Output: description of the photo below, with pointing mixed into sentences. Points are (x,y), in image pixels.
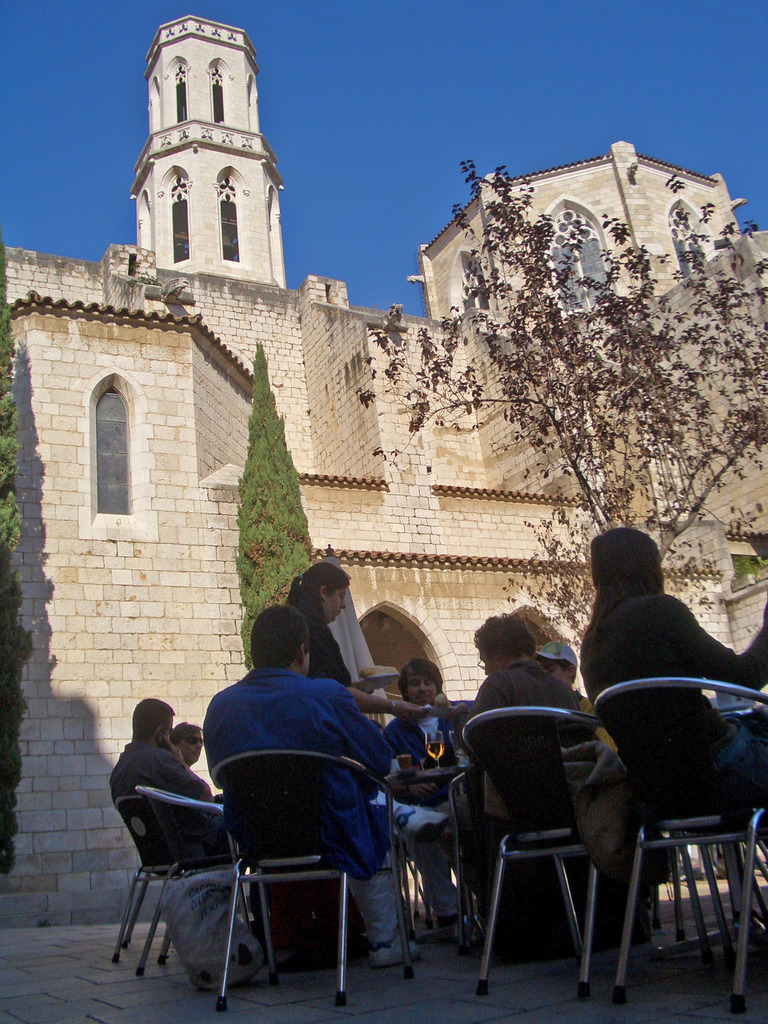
In this picture outside of the church (176,437). There is a group of people (401,799). They are sitting on a chairs (512,736). center of the person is standing. She is holding a plate (390,685). We can see in background (527,559) tree (541,369), wall (478,618), window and sky (457,199).
